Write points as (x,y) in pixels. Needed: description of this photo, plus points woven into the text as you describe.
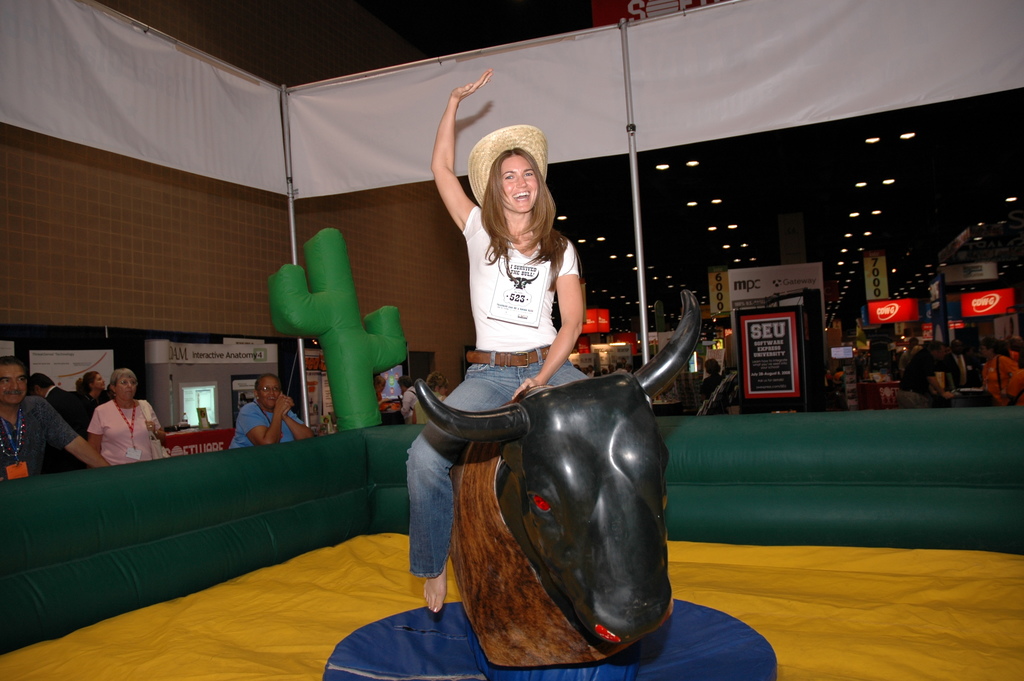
In this image we can see a woman (523,290) wearing the hat (539,165) and sitting on the bull sculpture (579,478) and smiling. We can also see the people (31,457) wearing the tags (133,425) and standing. We can see the boards (787,302), banners (868,295), lights (847,252), ceiling (807,212), wall (356,226) and also the rods (632,133). We can also see the yellow color cloth (748,569) and also the green color barrier (954,439).
